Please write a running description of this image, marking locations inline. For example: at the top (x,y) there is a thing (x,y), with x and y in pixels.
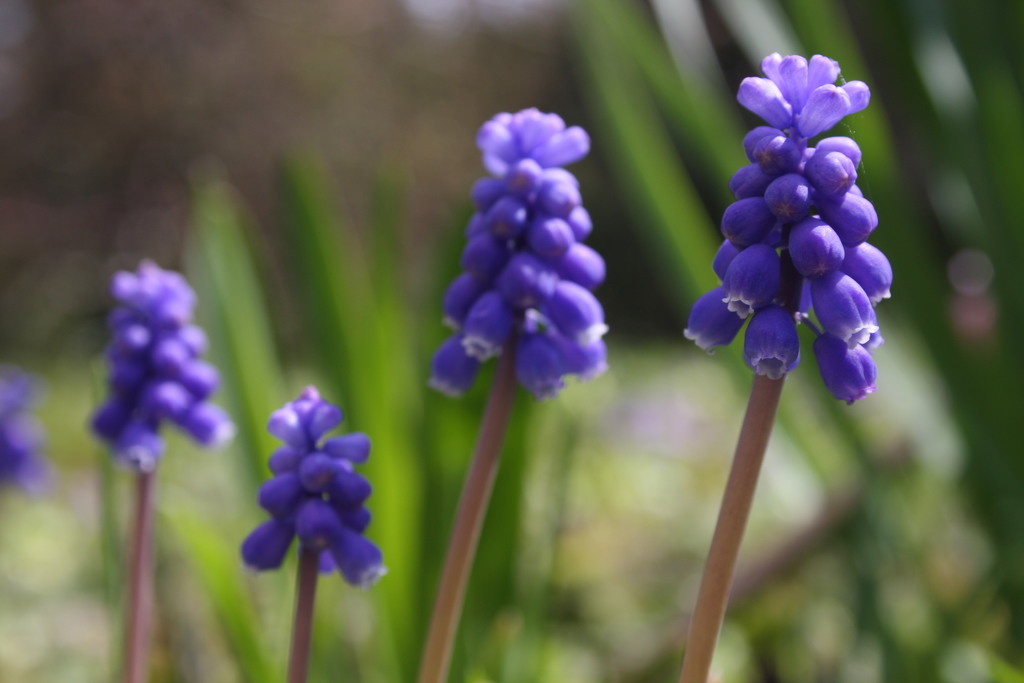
In this picture we can see a few grape hyacinths (120,343). These grape hyacinths (179,312) are violet in color. Background (16,622) is blurry.
